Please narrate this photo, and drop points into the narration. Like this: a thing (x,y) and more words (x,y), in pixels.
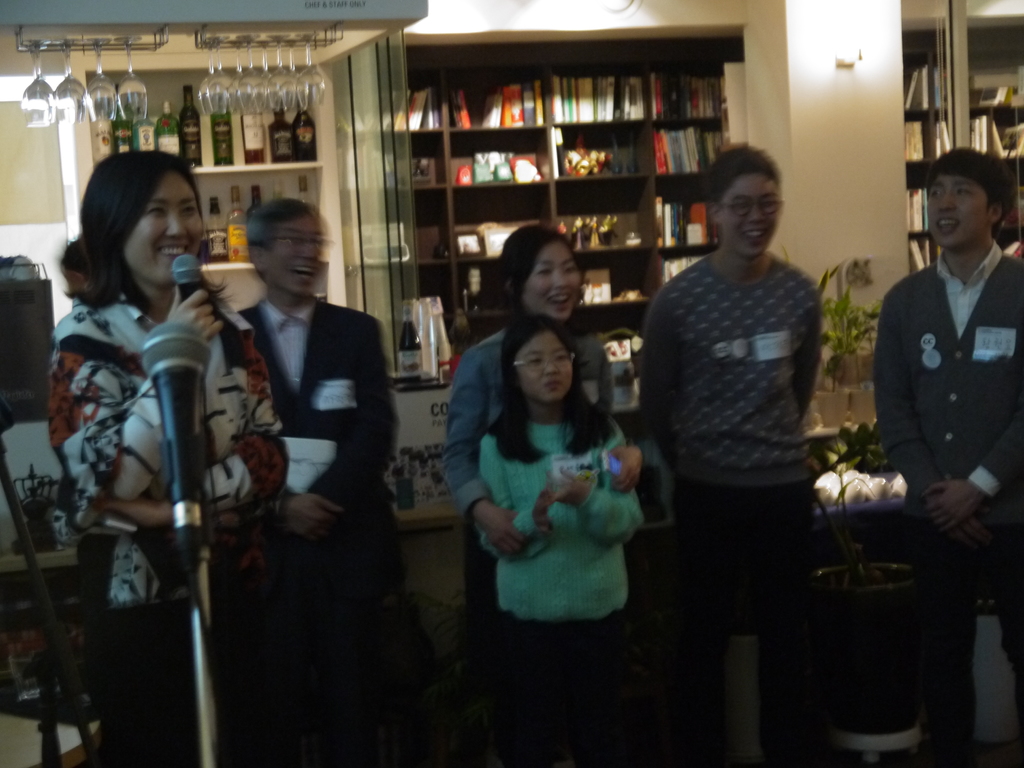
In this image there is a woman (186,231) holding a mike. Before her there is a mike stand (195,512). Behind her there is a person (313,432) wearing a blazer (303,415). There is a girl (616,592) standing. Behind her there is a woman (462,370) holding her hand (512,545). Right side (995,357) there are two people (963,386) standing. Behind them there is a table (414,414) having bottles (399,363) and few objects (432,363). Right side (850,356) there are pots (843,369) having plants (831,325). Left top few glasses (129,113) are hanging from the stands (198,47). Left side (338,213) there are shelves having bottles (233,207). Beside there are racks (559,159) having books (682,94) and objects (577,226).
